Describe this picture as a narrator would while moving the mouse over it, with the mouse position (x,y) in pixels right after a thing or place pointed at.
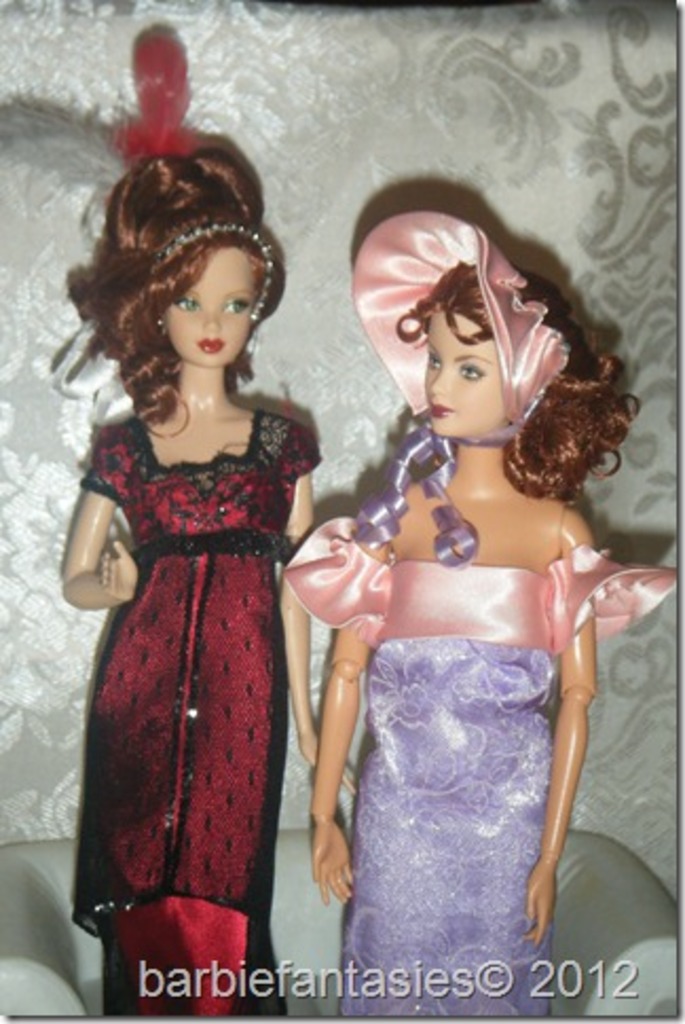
In this image in front (646,902) there are two barbie dolls (164,243) on the sofa (608,902). In the background of the image (484,181) there is a wall (439,67) and there is some text (600,988) written at the bottom of the image (493,973).
